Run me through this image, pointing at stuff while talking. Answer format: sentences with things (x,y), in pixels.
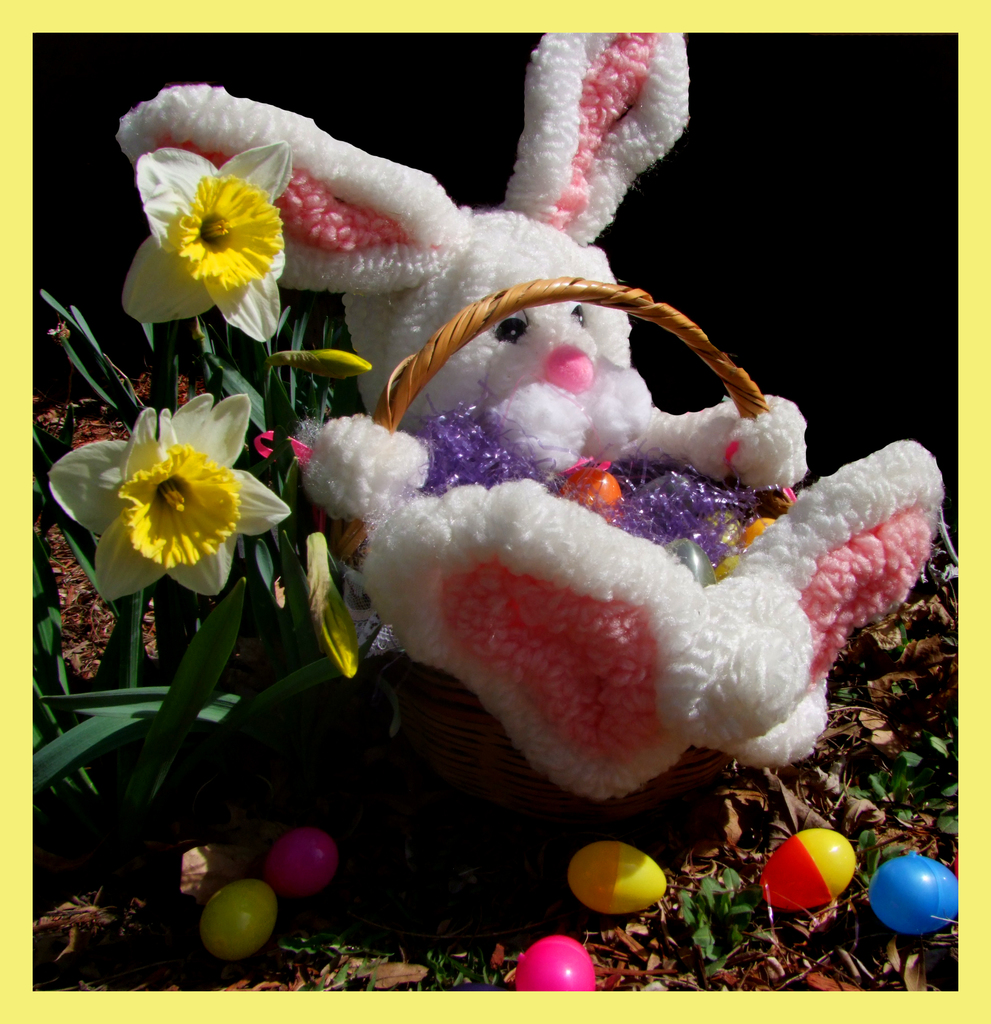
There is a toy (615,390) in a basket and flowers (236,447) in the foreground (340,447), there are colorful toy eggs (831,834), it seems like dry leaves (745,812) at the bottom side (274,781).
